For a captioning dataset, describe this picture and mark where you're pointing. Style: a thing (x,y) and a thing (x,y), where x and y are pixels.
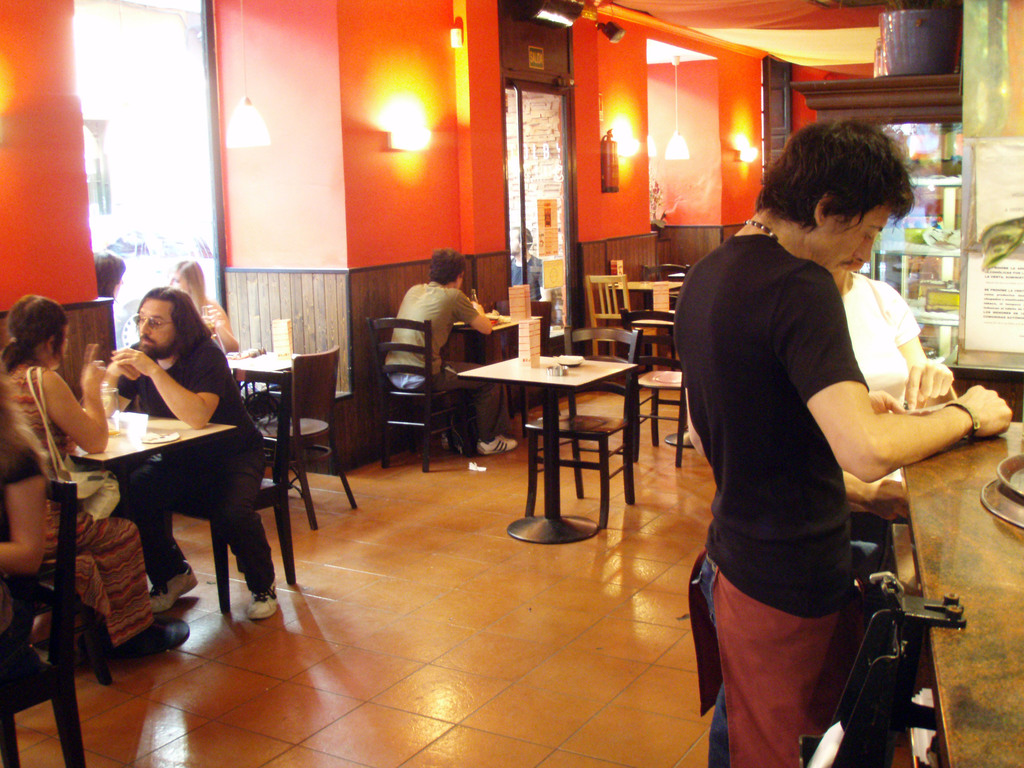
In the left bottom (120,578), there are four persons (94,452) sitting on the chair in front of the table (126,443) and talking. In the middle (480,307), one person (431,356) is sitting on the chair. In the right (937,391), there are two persons (918,331) standing in front of the table (932,556). The walls (365,130) are of orange in color on which chandelier (685,153) is hanged. This image is taken inside a restaurant (515,529).
